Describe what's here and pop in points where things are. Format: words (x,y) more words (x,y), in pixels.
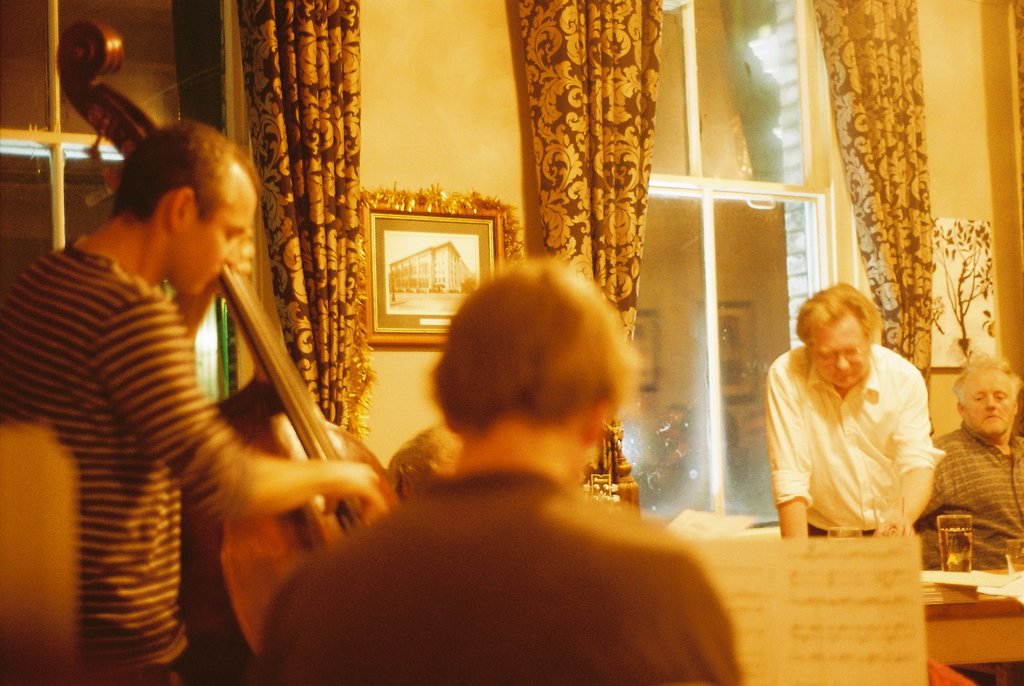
In this image, we can see people (454,469). On the left side of the image (221,490), we can see a person (192,336) playing a musical instrument (274,517). In the bottom right corner (833,650), there is a table (1004,621) and book (833,650). On top of the table (1023,609), we can see few objects (995,585) and glasses (966,567) with water (944,565). In the background (781,342), there are curtains (547,164), photo frame (436,302), showpiece (950,350) and glass windows (727,295). Through the glass windows (651,307), we can see some objects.
